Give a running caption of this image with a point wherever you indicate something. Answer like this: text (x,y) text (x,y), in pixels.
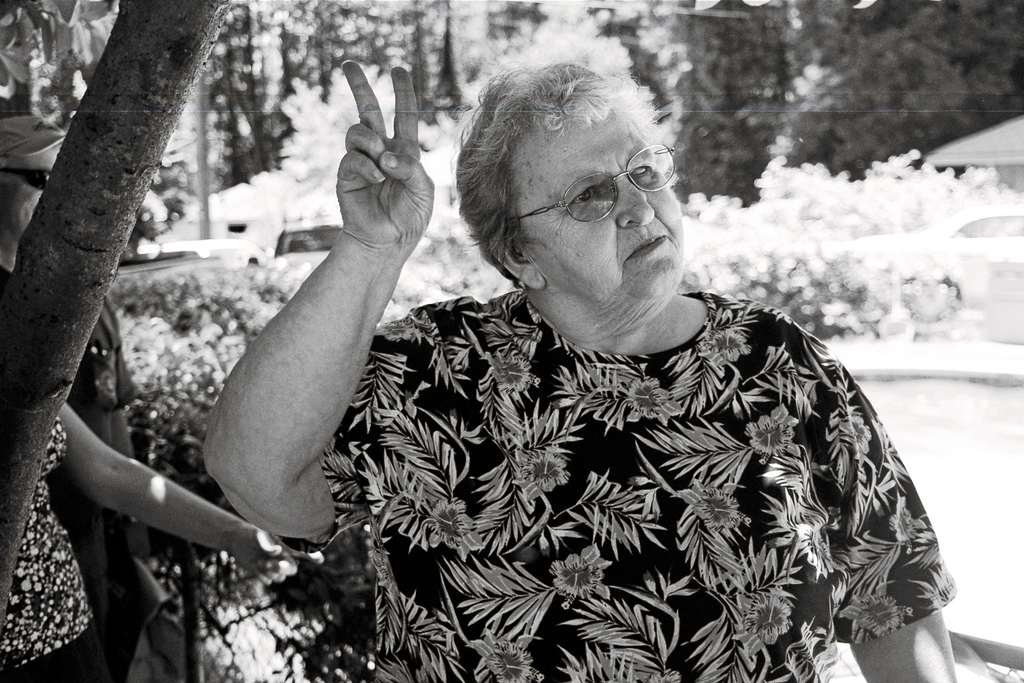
In this picture I can see few people (397,336) standing I can see a woman (304,283) showing a victory symbol (377,182) with her hand (405,203) and she wore spectacles (642,170) and I can see a man (15,203) standing on the side and he wore a cap (23,154) on his head (45,175) and sunglasses (22,172) and I can see trees (86,182) and few plants (800,281).
